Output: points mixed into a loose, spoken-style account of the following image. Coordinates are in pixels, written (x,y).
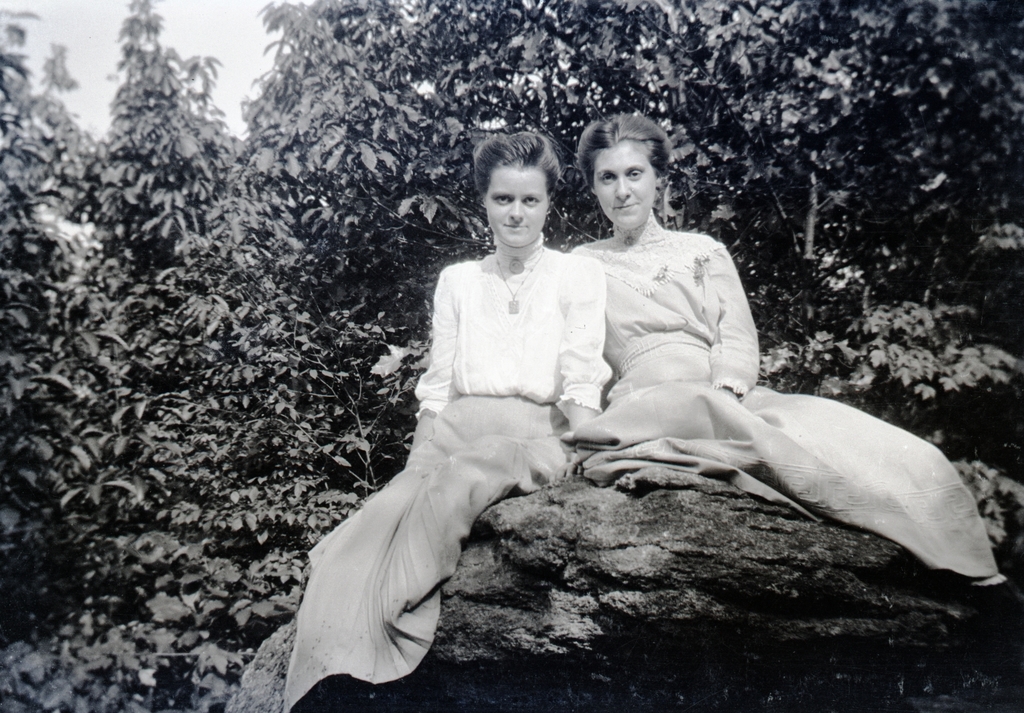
In this black and white picture two women (589,411) are sitting on the rock (784,539). Behind them there are few plants (208,158) and sky (217,32).
